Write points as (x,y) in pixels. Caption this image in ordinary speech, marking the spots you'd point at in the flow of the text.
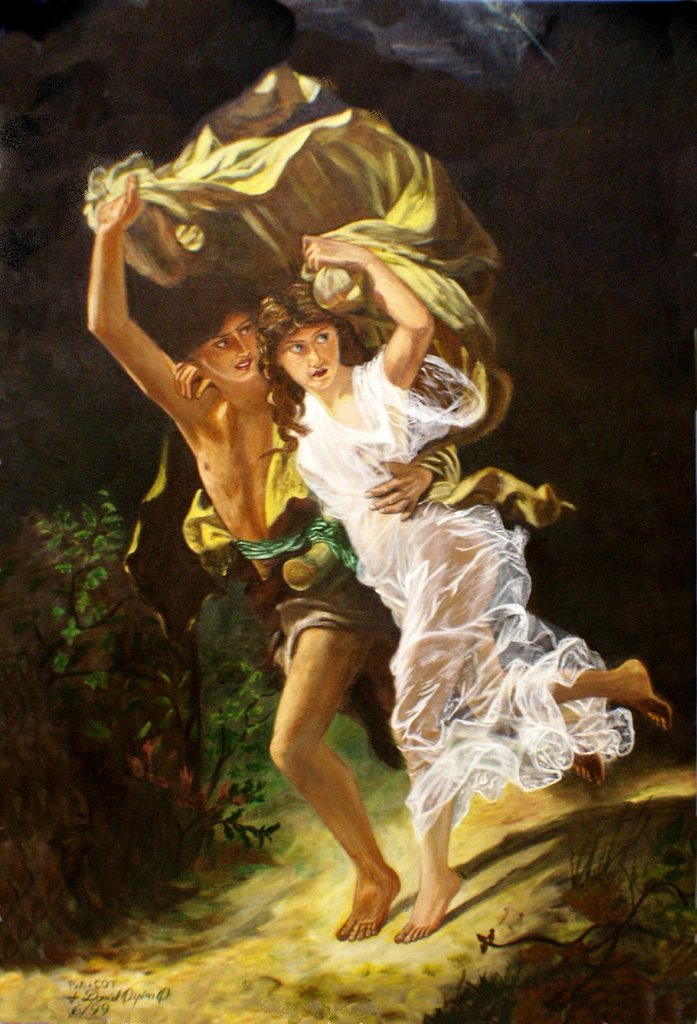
In this image I can see two people (345,388) running and holding something. They are wearing different color dresses (328,541). Background is in black and brown color. I can see few green plants (74,626).
